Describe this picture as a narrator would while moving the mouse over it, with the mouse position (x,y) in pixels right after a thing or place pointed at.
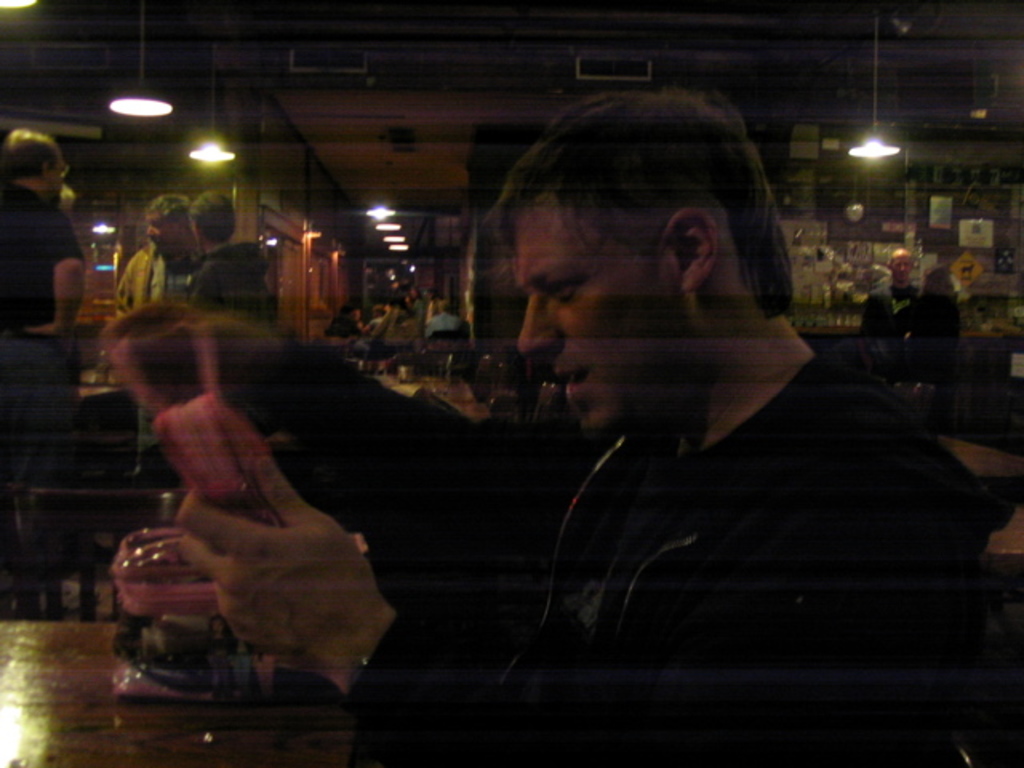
In this image a person (554,261) is holding an object (203,397), there are persons (208,300) standing, there is a person (32,306) truncated towards the left of the image (38,343), there is a table (55,670) truncated towards the bottom of the image (52,685), there is an object (156,667) on the table (212,716), there are lights (375,218), there is a wall (905,212), there are objects (848,243) on the wall (919,237), there is a light (9,4) truncated towards the top of the image (34,13), there is a roof (658,56) truncated towards the top of the image (510,59), there is a table (988,464) truncated towards the right of the image (977,467).
